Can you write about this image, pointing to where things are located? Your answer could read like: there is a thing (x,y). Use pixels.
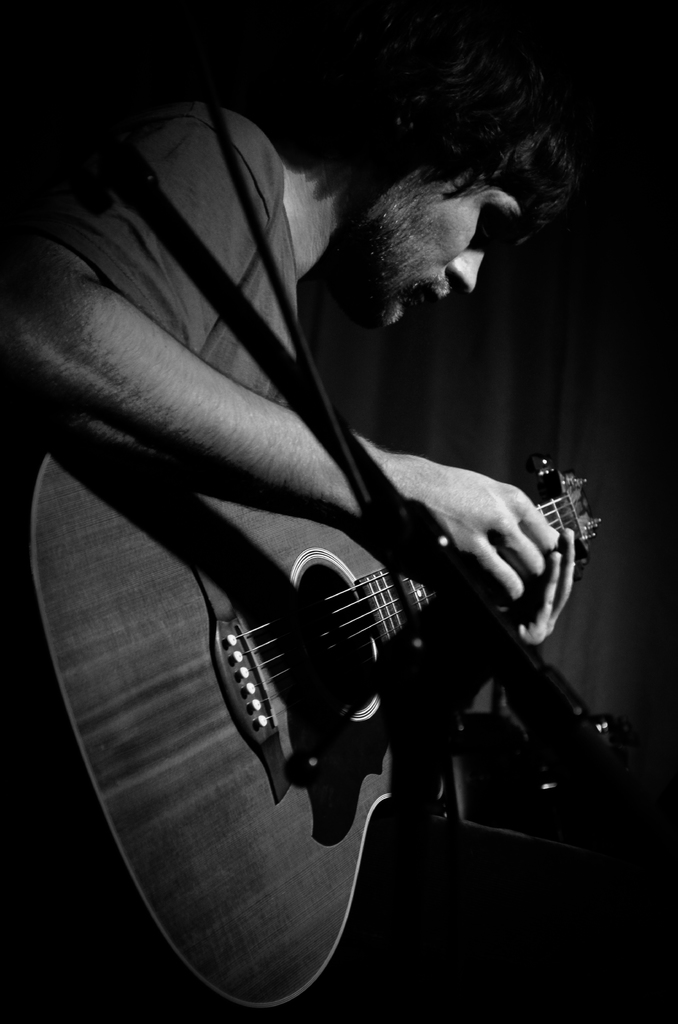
In this image i can see a man (335,146) playing a guitar (326,740).
